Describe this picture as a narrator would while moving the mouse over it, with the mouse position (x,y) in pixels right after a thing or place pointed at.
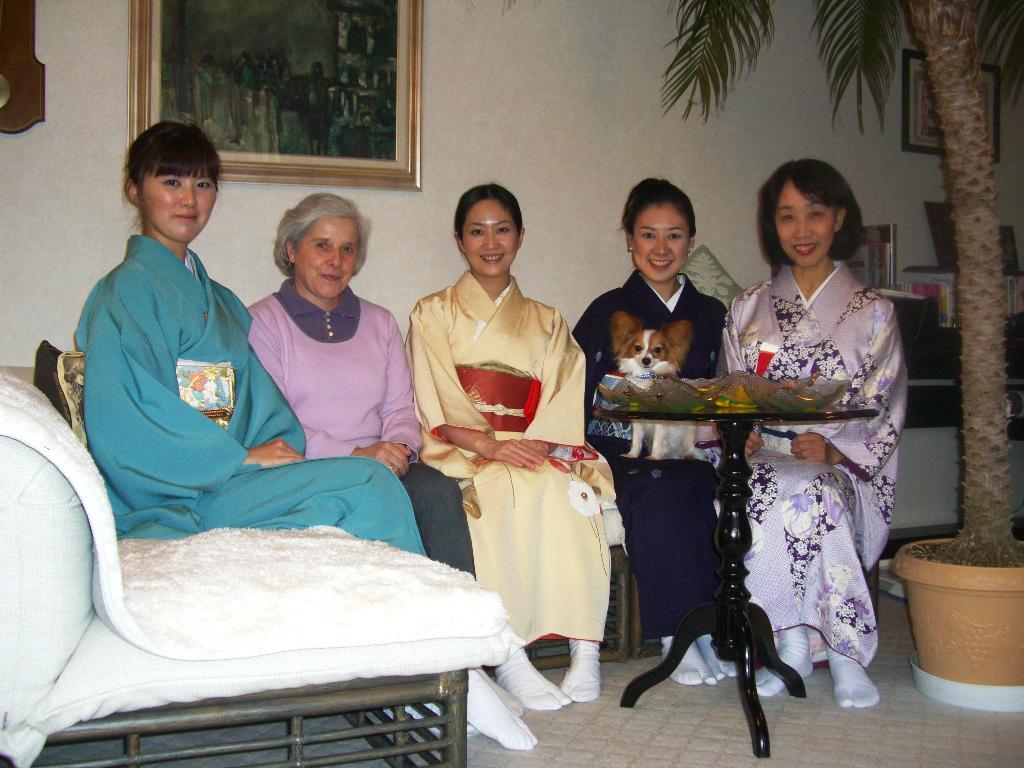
As we can see in the image there are few people (327,407) sitting on sofa (13,564). There is a tree (948,165), pot (955,669), table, photo frame (391,27) and a white color wall (545,181).
